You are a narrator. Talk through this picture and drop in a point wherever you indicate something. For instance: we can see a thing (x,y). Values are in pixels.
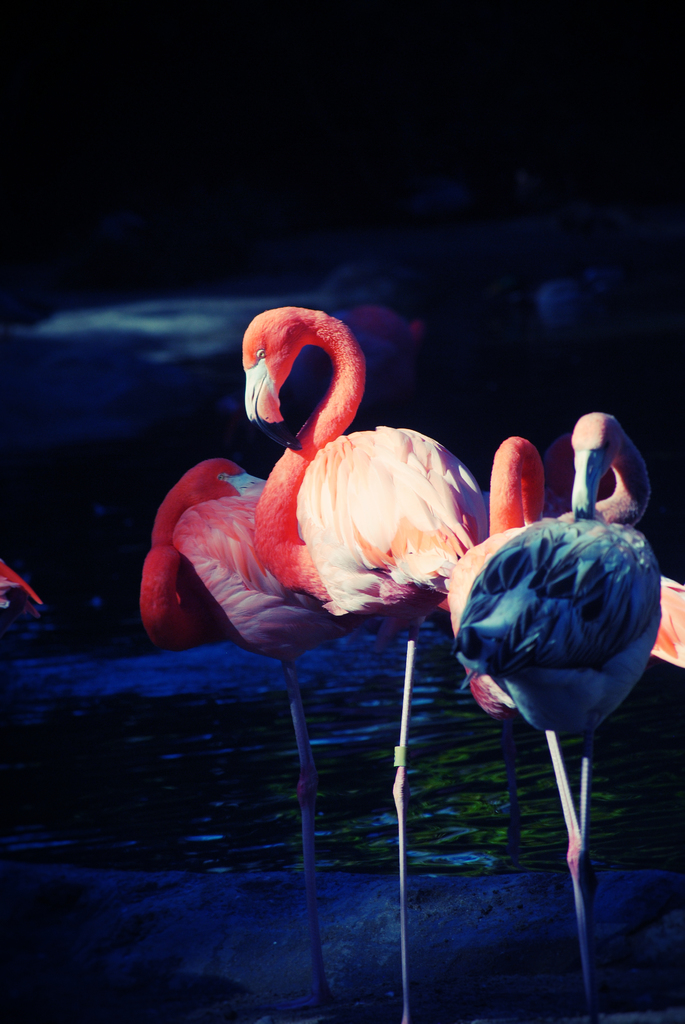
In this image we can see birds (517,681). In the back (428,781) there is water (437,787). In the background (222,247) it is dark.
